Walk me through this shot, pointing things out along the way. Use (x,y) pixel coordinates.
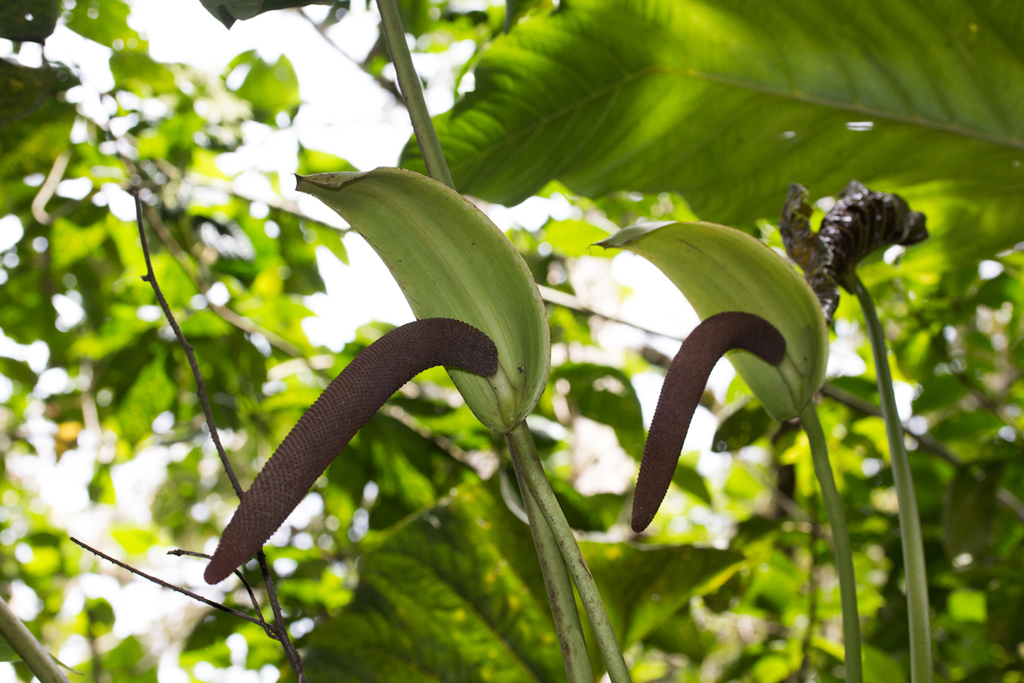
In this picture there are plants (490,278). At the top (251,20) there is sky (292,42). In the foreground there might be flowers (548,337) on the plant (413,356).
